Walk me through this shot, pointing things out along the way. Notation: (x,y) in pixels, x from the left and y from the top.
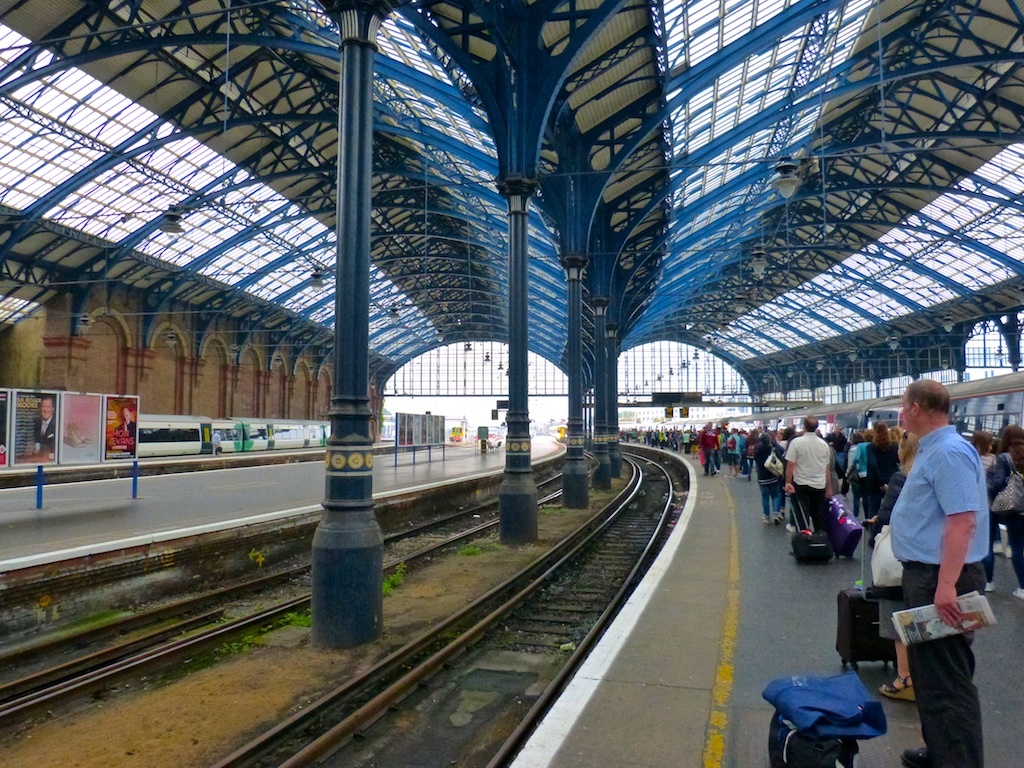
There are people (908,525) carrying their luggage (824,545) on the right side of the image (862,556) on the platform (842,565), there is a train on the right side (844,422). There are poles (347,430) and tracks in the center (349,411) and posters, another train (291,431) and platform (501,449) on the left side (307,431), there is roof (440,119) at the top side (440,119).
